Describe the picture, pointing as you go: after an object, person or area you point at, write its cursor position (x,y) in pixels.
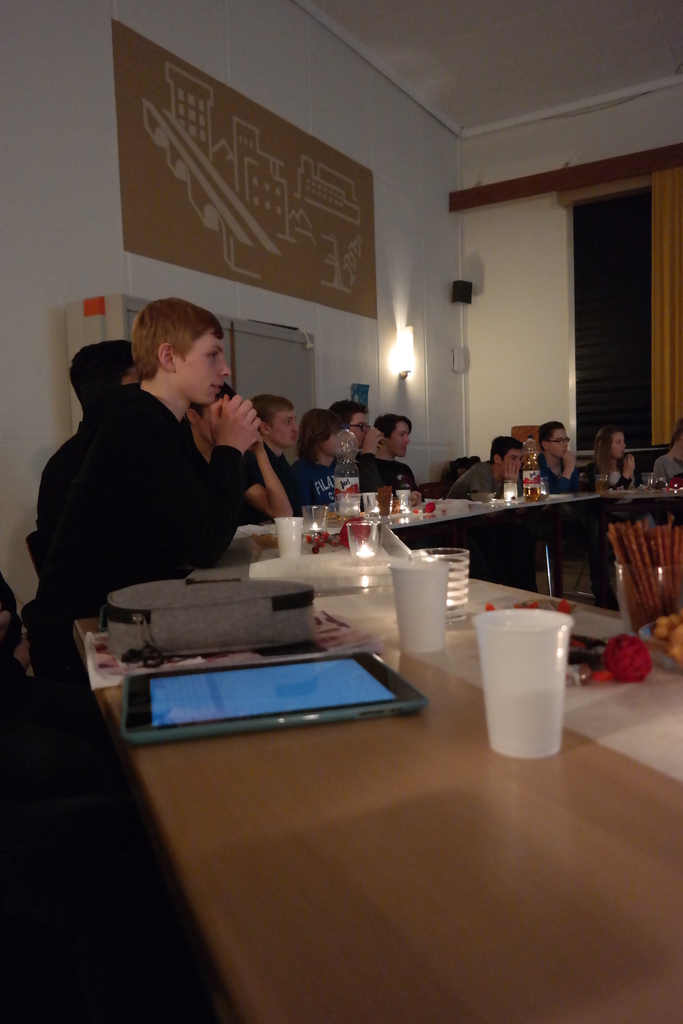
In this image there are group of people (230,488) who are sitting on a chair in front of them there is one table (419,862), on the table (428,764) there are cups (434,620), one mobile (309,688), and bag (221,620) and some plates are there on the table (252,783) and on the top (449,52) there is a ceiling (463,50). On the left side (81,135) there is a wall (84,113), on the wall (397,217) there is one poster (225,209) on the right side (580,260) there is one window (577,272).
